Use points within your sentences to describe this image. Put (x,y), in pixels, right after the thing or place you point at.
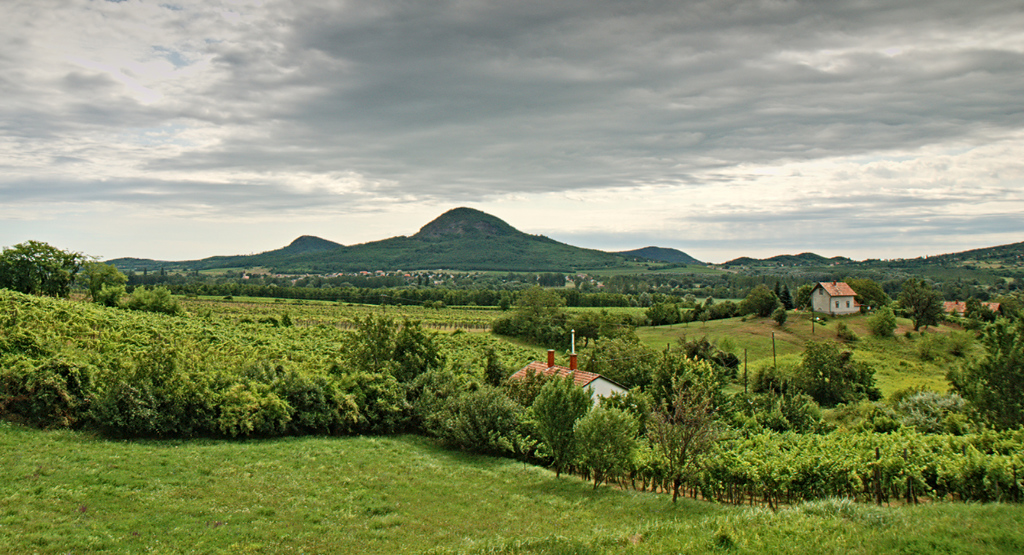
In this picture we can see houses (593,386), trees (671,314), poles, hills (501,258) and grass (753,325). At the top of the image (253,49), there is the cloudy sky (372,110).
